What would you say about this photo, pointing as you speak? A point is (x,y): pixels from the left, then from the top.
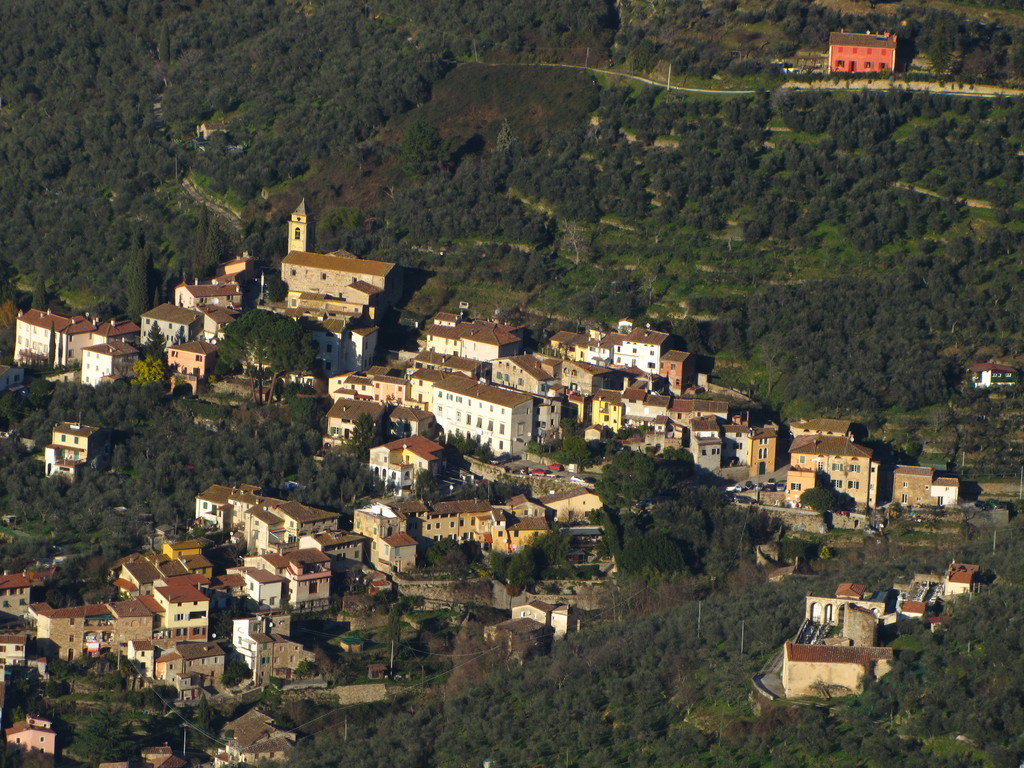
This is an aerial view. In this aerial view we can see buildings (502,327) and trees (255,75).
